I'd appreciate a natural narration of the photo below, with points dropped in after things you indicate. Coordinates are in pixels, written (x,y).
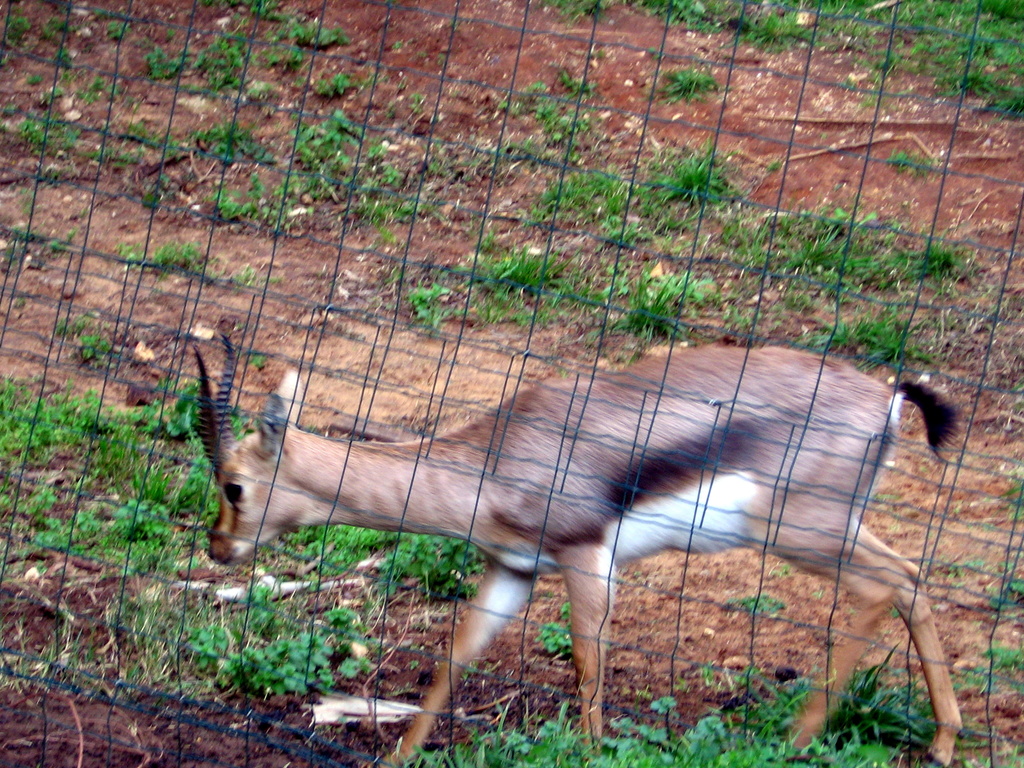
This picture is clicked outside. In the foreground (36,542) we can see the net (403,526) and an animal (788,507) seems to be walking on the ground (426,670) and we can see the plants (269,650) and some other items (846,145).
